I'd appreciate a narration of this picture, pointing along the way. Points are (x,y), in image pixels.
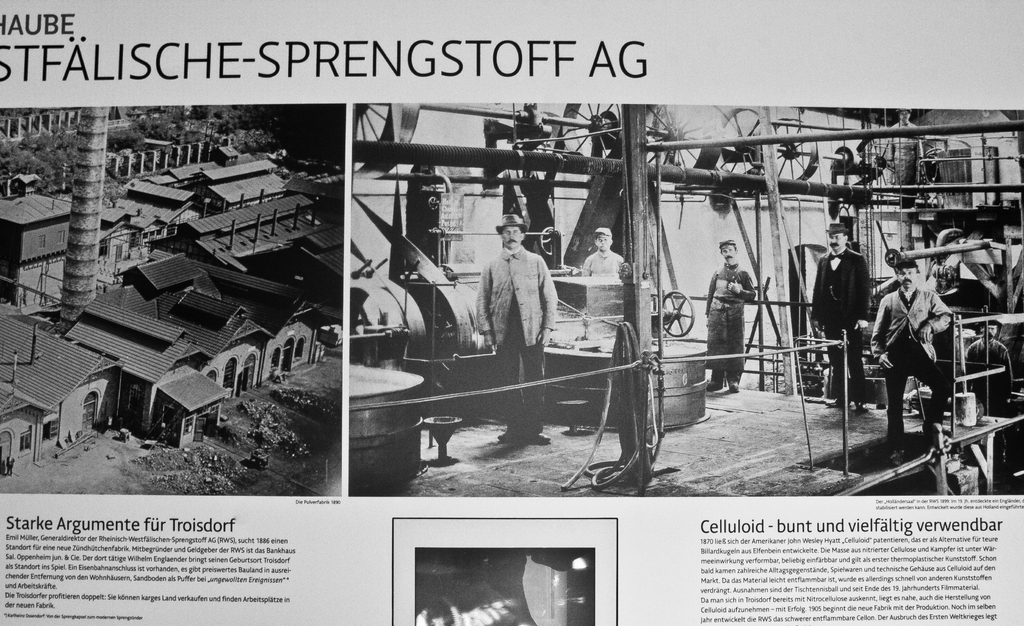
text (861,550) This image consists of a newspaper (369,220). In which we can see many persons (498,354). At the bottom (904,560), there is text (9,588). On the left (245,252), there are many houses (244,354).
